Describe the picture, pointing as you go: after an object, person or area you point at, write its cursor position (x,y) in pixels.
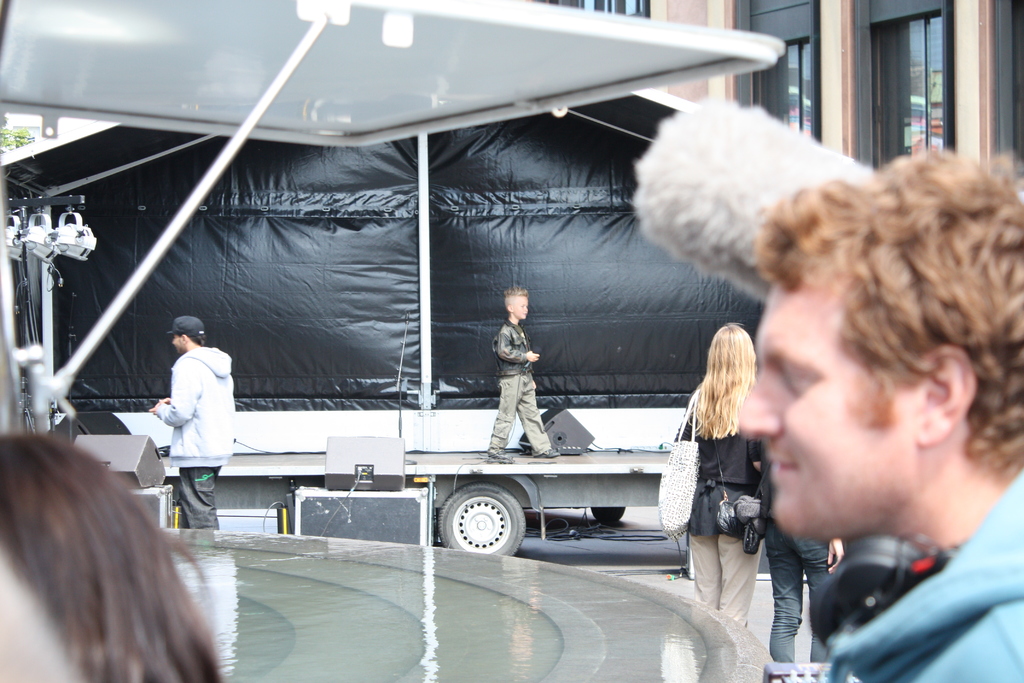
In this image, we can see people (79,498), water (656,606), vehicle (445,445), wires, boxes (417,490), lights (31,231) and few things (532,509). In the background (864,158), we can see wall (707,89) and glass objects (775,109). On the glasses (914,114) we can see few reflections (932,111).
